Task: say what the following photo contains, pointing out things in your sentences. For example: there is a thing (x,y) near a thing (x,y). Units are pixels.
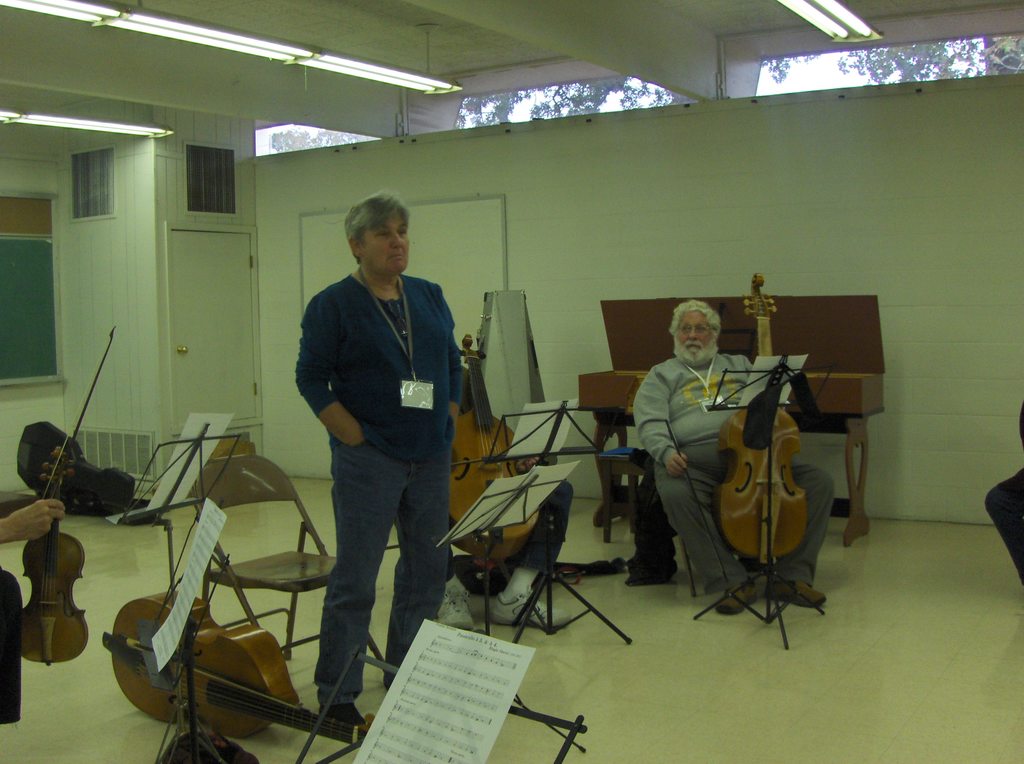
In this picture we can see two persons (683,352) sitting on chair (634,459) holding violins (762,481) in their hand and in middle (367,395) woman (349,381) standing and beside to her we have chairs (249,482), musical notes (217,508) on stand (173,492), piano table (591,388) and in the background (557,211) we can see wall (545,231), door (226,254), board (300,254), lights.
